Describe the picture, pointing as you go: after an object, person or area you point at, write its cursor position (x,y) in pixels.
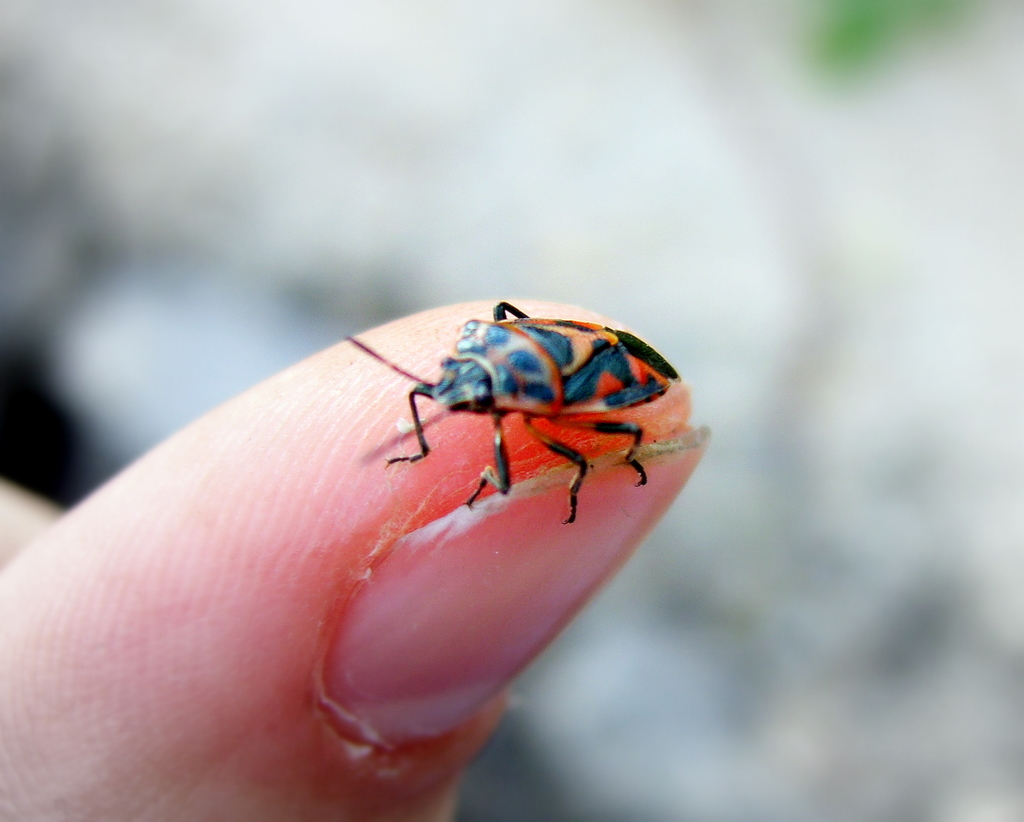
In this image in the front (523,473) there is an insect (523,392) which is on the finger (355,586) of the person (288,608) and the background (353,136) is blurry.
